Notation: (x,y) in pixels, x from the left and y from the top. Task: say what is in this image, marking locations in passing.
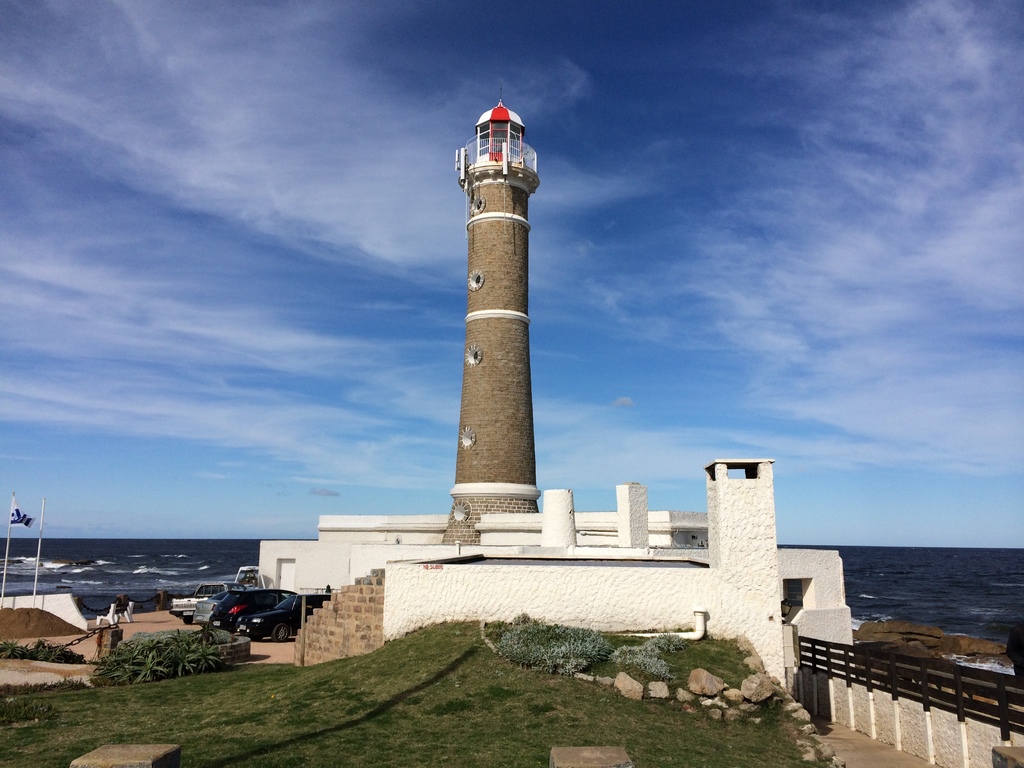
In this image there is a lighthouse (494,464), beside the light house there are cars (245,620), in the background (928,601) there is a sea (886,598) and a blue sky (357,367).
